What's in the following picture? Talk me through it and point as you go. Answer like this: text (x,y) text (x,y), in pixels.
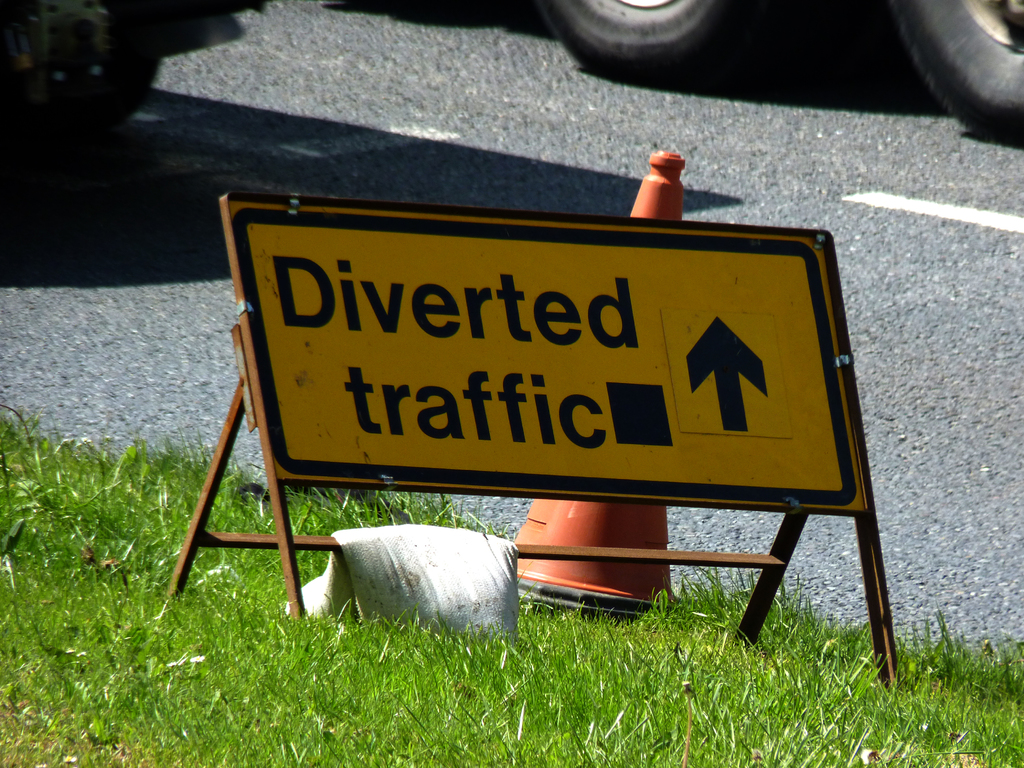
In this image there is a board (386,385) attached to the stand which is on the grassland (379,629). On the stand (616,550), there is a cloth (432,578). Behind there is an upright cone (610,539) on the grassland (531,689). Top of the image (992,97) few vehicles (56,101) are on the road (512,116).
